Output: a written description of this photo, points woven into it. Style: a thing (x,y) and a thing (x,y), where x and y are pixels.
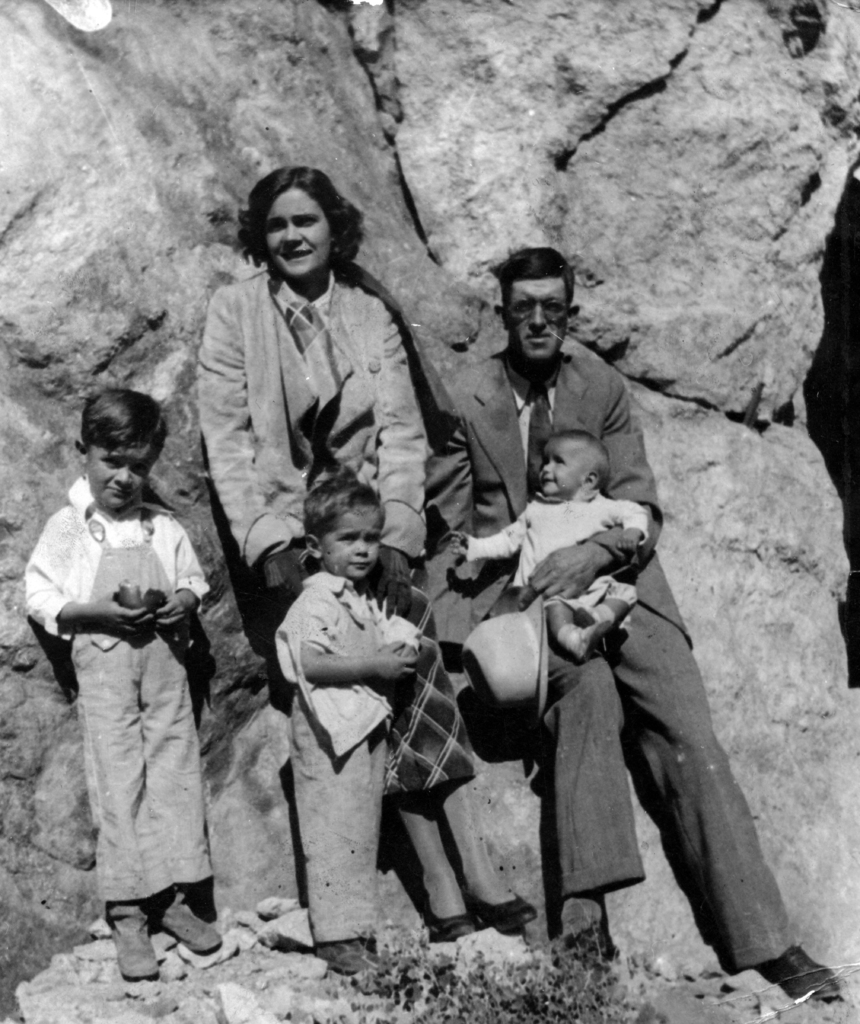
In this picture there is a woman (376,395) standing and there is a man (453,485) sitting and holding the baby (587,507) and he is holding the hat (509,651) and there are two kids (287,658) standing. At the back (333,97) there are rocks (318,94). At the bottom (367,975) there is a plant (446,981) and there are stones (499,949).
